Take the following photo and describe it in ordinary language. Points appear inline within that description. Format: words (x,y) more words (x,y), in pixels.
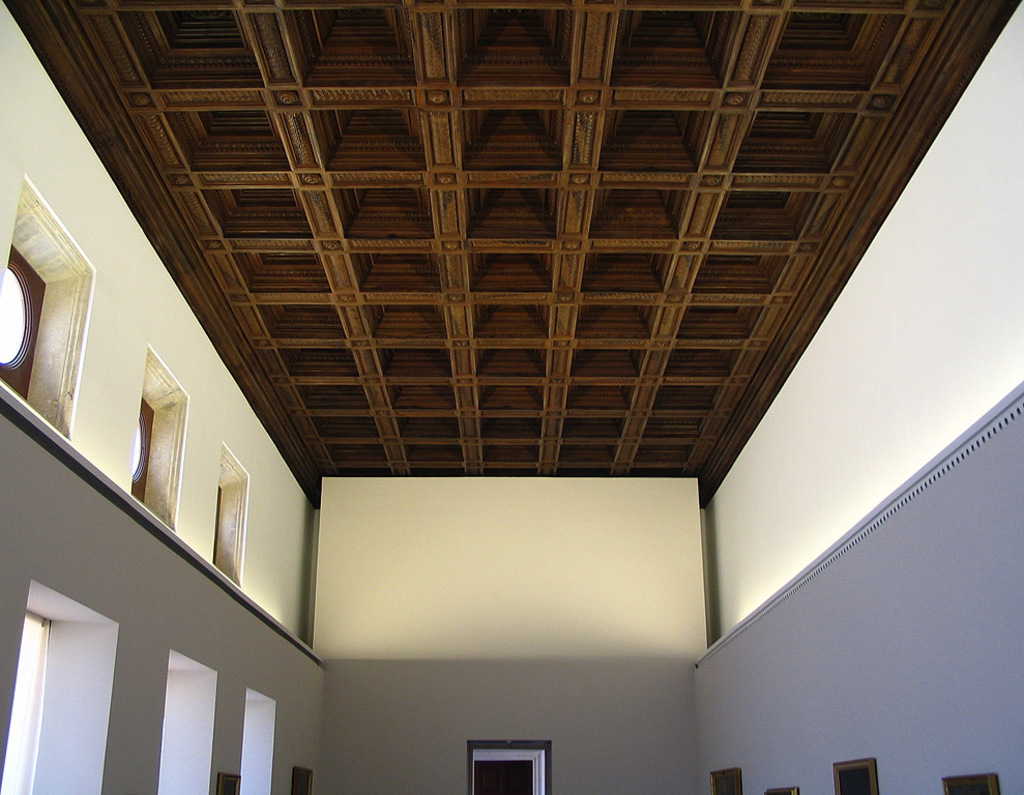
In the picture I can see the glass ventilation windows (4,351) on the top left side of the picture (31,261). These are looking like photo frames (720,780) on the wall (832,763) on the bottom right side (832,763). I can see the roof (510,269) of the house (562,148) at the top of the picture (755,155). I can see a glass window (199,707) on the bottom left side (66,685).
